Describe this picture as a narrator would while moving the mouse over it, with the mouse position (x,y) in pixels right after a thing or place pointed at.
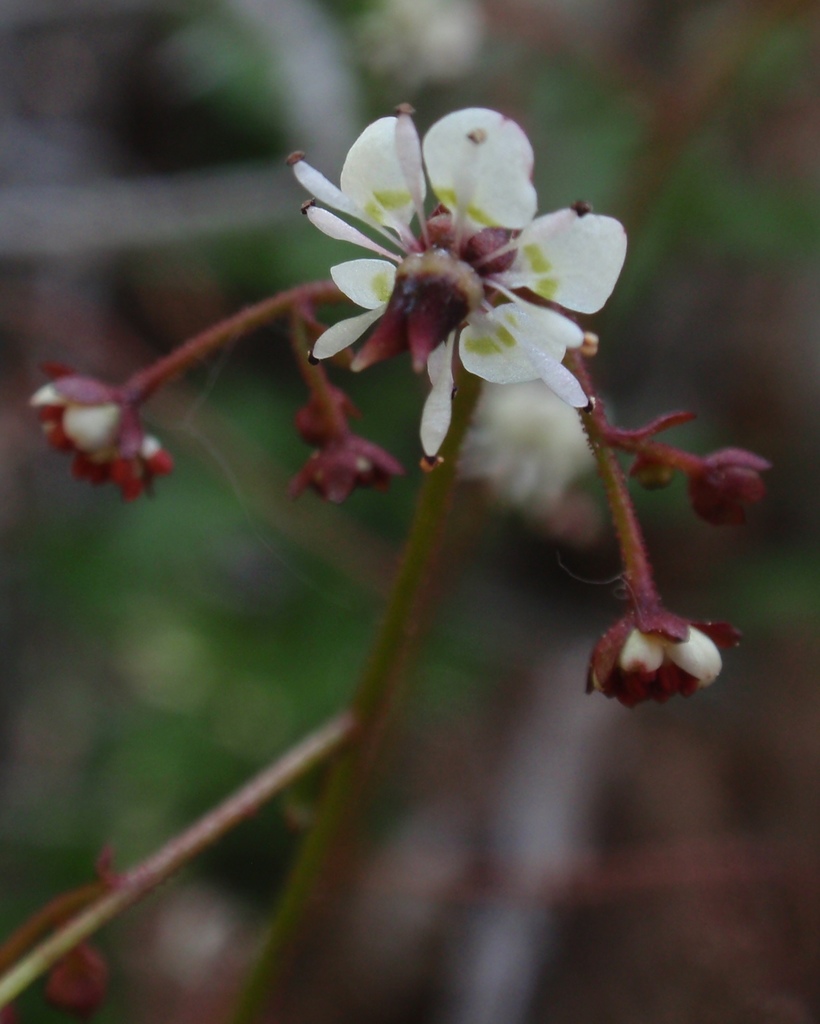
In this image there are flowers (427,322) and buds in a plant (410,549). The background (344,84) is blurry.
